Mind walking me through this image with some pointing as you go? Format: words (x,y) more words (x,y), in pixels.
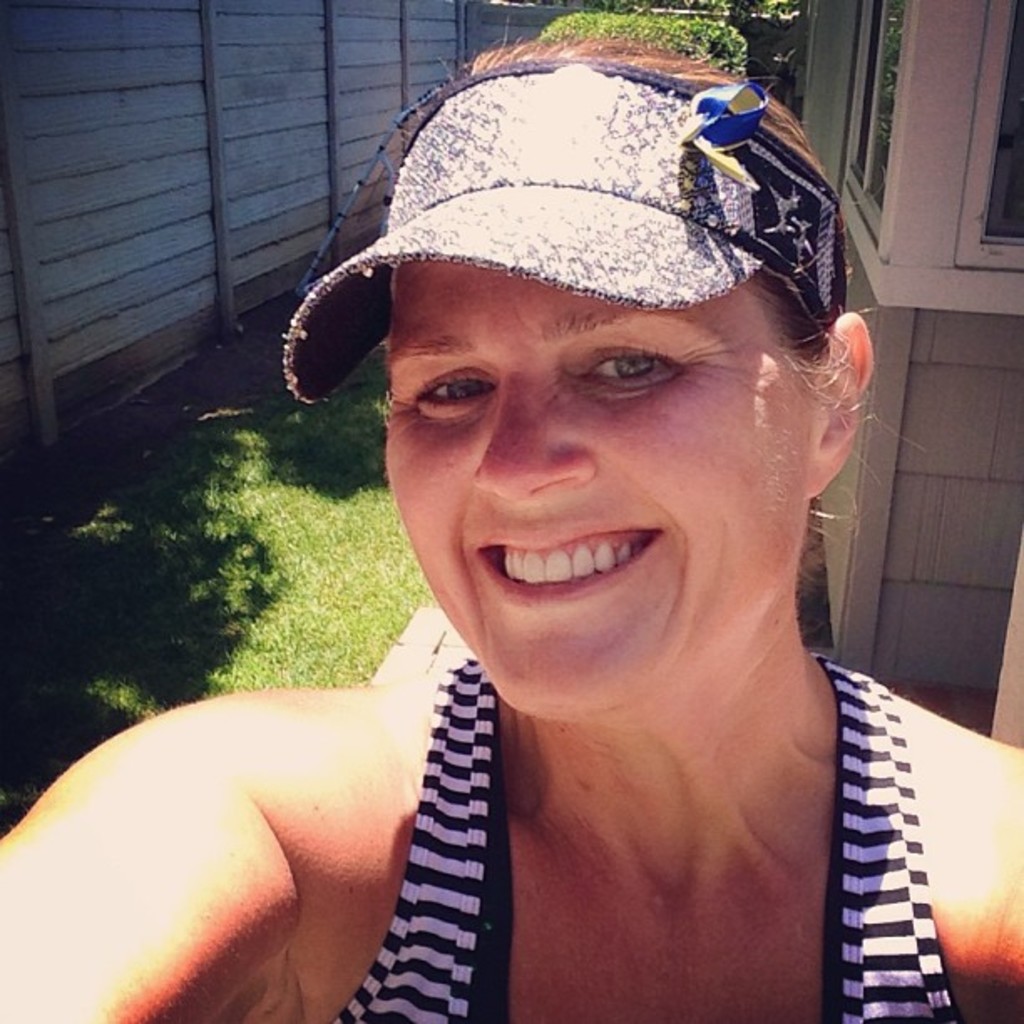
In this image there is a woman (465,748) with a smile on her face (624,467), behind the woman (397,502) there is grass (259,511) on the surface (314,476) and there is a wooden fence (41,194).
